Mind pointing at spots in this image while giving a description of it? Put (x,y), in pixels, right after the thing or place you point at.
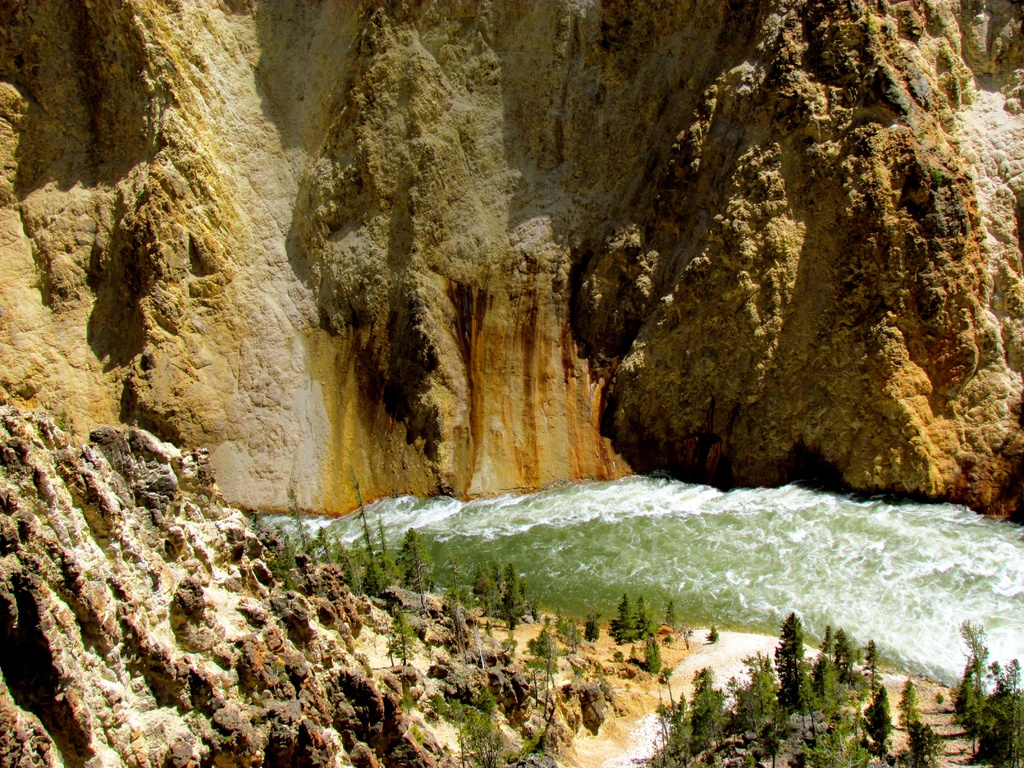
In the picture I can see water (843,560) and there are few trees (885,693) in the right corner (801,710) and there are few rocks (190,655) in the left corner (174,646) and there is a mountain (188,444) in the background (147,361).
